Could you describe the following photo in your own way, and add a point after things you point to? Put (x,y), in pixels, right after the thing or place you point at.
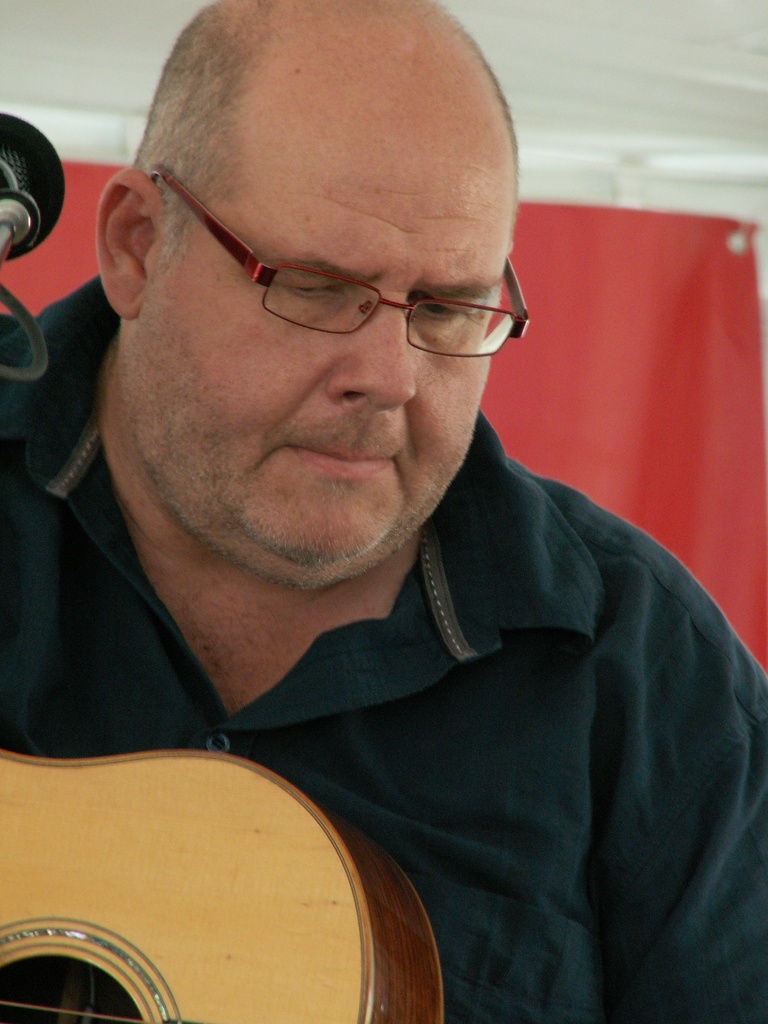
In this image I see a man (530,941) with the musical instrument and there is a mic (43,139) over here.
